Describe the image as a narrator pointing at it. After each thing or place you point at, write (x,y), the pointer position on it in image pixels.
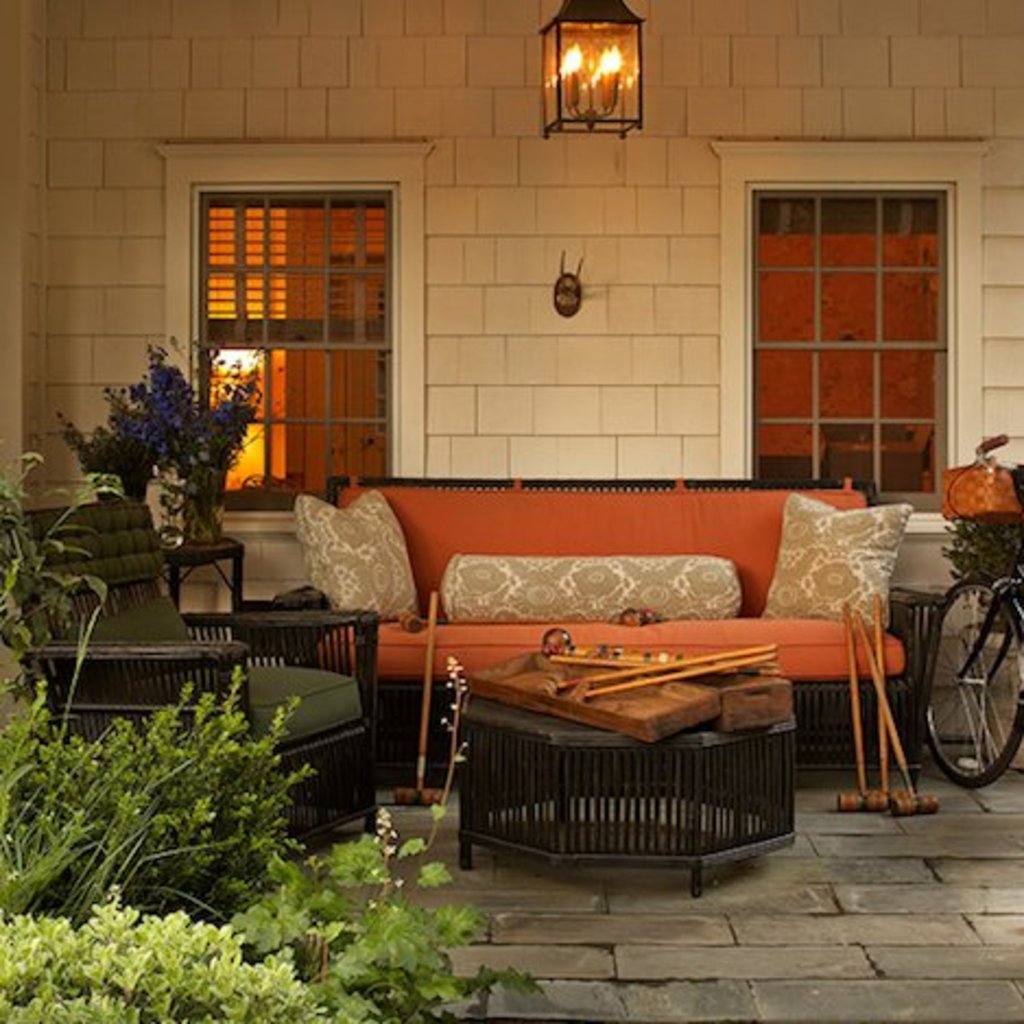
There is a room (422,653). There is a sofa (643,635) and chair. We can see in background (550,333) wall (452,267) and window (282,261). On the right side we have a bicycle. On the left side (329,917) we have a plants (8,596).
